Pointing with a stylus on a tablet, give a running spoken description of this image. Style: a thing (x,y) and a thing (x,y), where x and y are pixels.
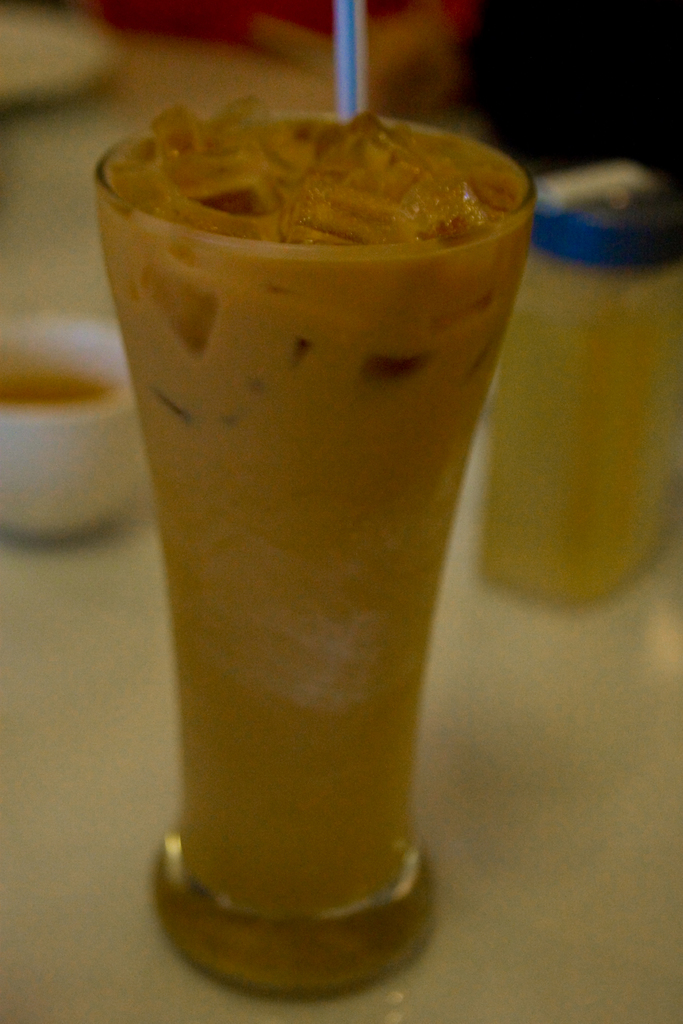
In this image we can see the glass (319,325) with a straw (337,76) on the surface (510,905). We can also see a cup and a small bottle (607,396) in this image.
